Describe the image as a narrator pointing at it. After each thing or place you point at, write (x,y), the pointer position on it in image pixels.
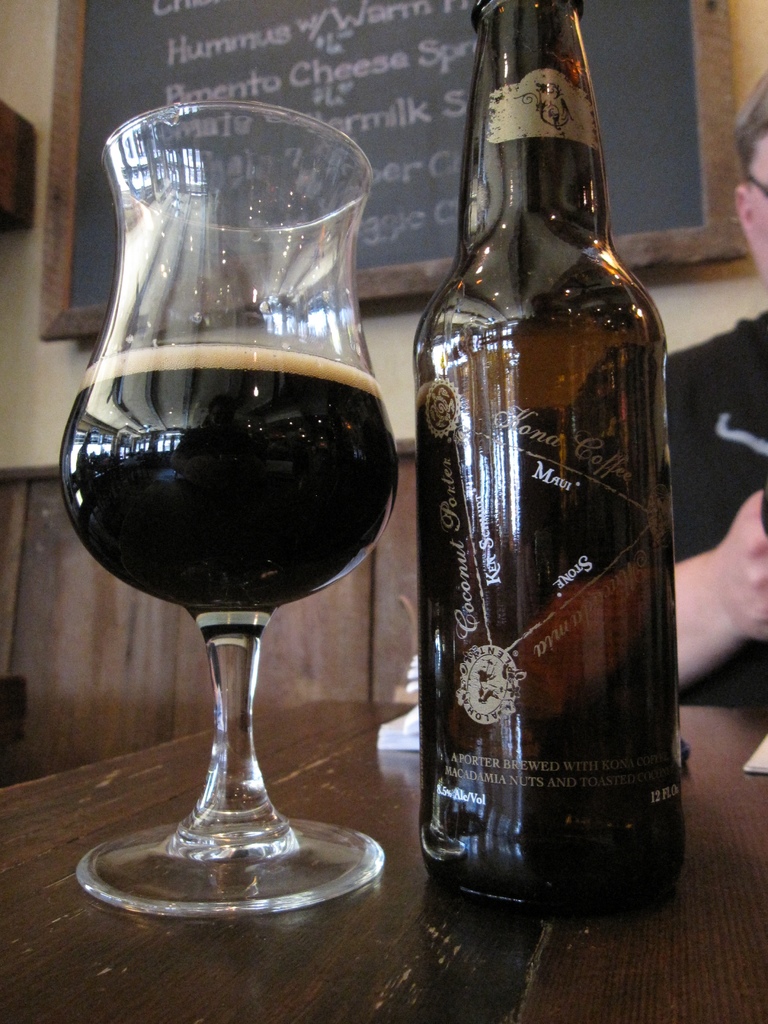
There is a glass of beer (305,426) and beer bottle (447,642) on the table (454,986) behind it there is a man (738,400), wall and a board (353,80).
